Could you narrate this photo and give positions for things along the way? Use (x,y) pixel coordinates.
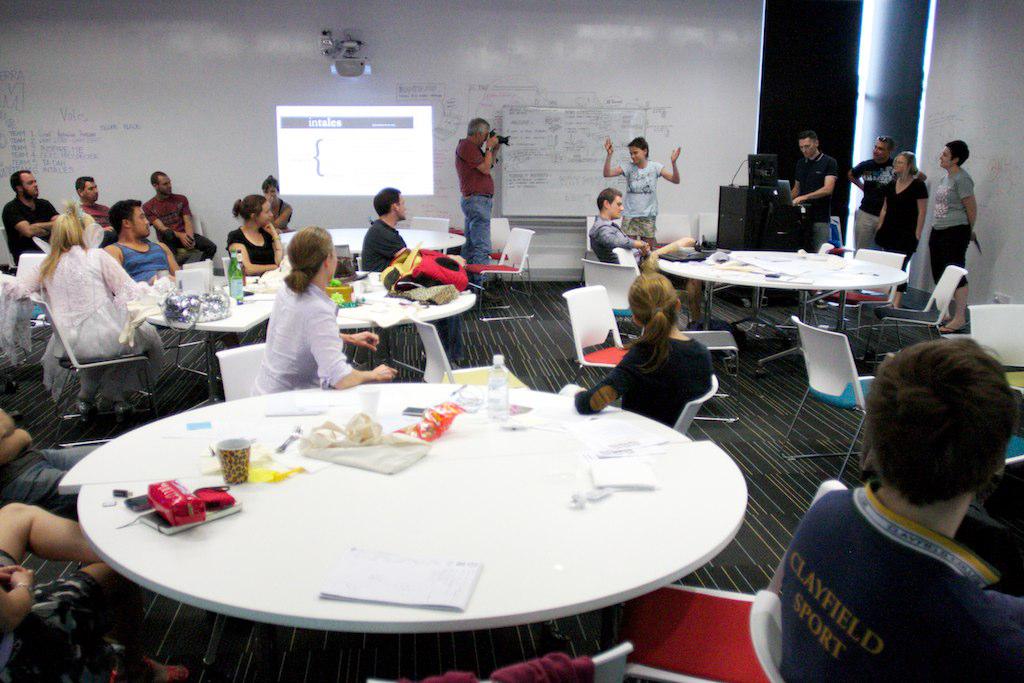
In this image i can see number of people (105,292) sitting on chairs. I can see a table (616,547) on which there are paper (454,588), coffee cups (244,474), bags (219,499) and water bottles (490,401). In the background (493,151) i can see a person (485,125) standing, holding a camera (506,136), a white board (515,161) and some projection (387,134) on it. To the right corner of the image (834,189) i can see few people (801,182) standing.
